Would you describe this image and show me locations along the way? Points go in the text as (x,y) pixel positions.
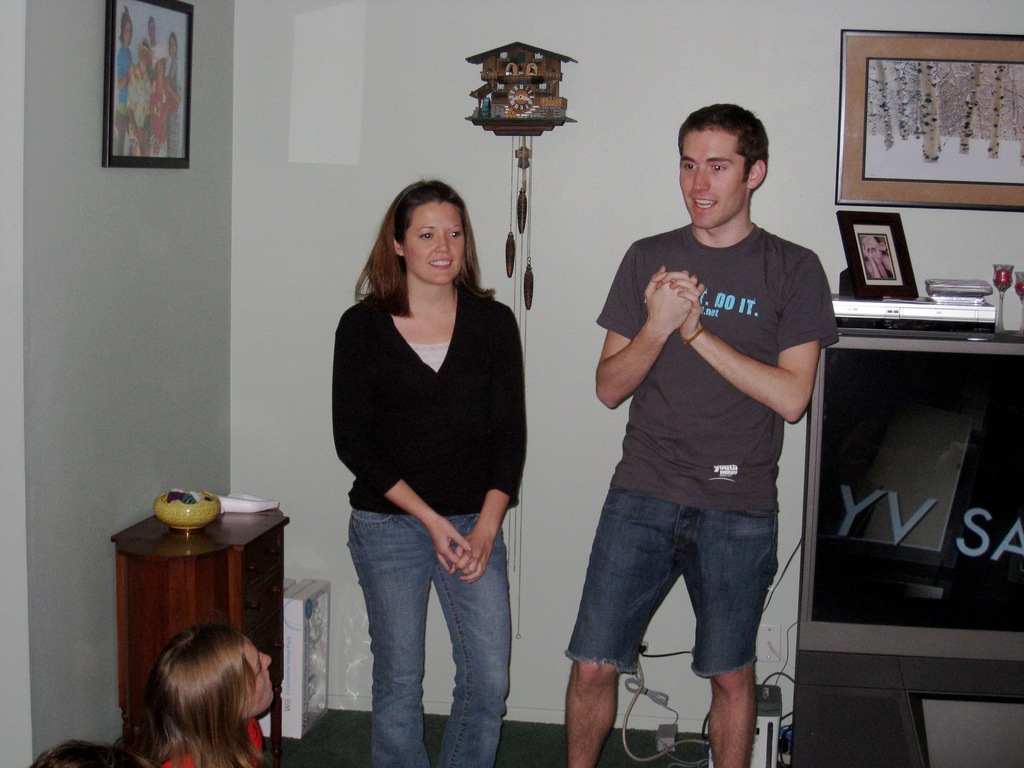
I can see the man (659,324) and woman (471,549) standing and smiling. This looks like a clock (552,108) and photo frames (167,100) attached to the wall (436,78). I can see a wooden table (190,532) with a small bowl (191,519) on it. This is the television (934,550). I can see a DVD player (952,319), photo frame (848,225) and few other objects (974,290) on it. Here is a woman (231,733) sitting on the floor (289,753). I can see a white color object (284,638) beside the wooden table (258,582). These are the cables (642,690).
